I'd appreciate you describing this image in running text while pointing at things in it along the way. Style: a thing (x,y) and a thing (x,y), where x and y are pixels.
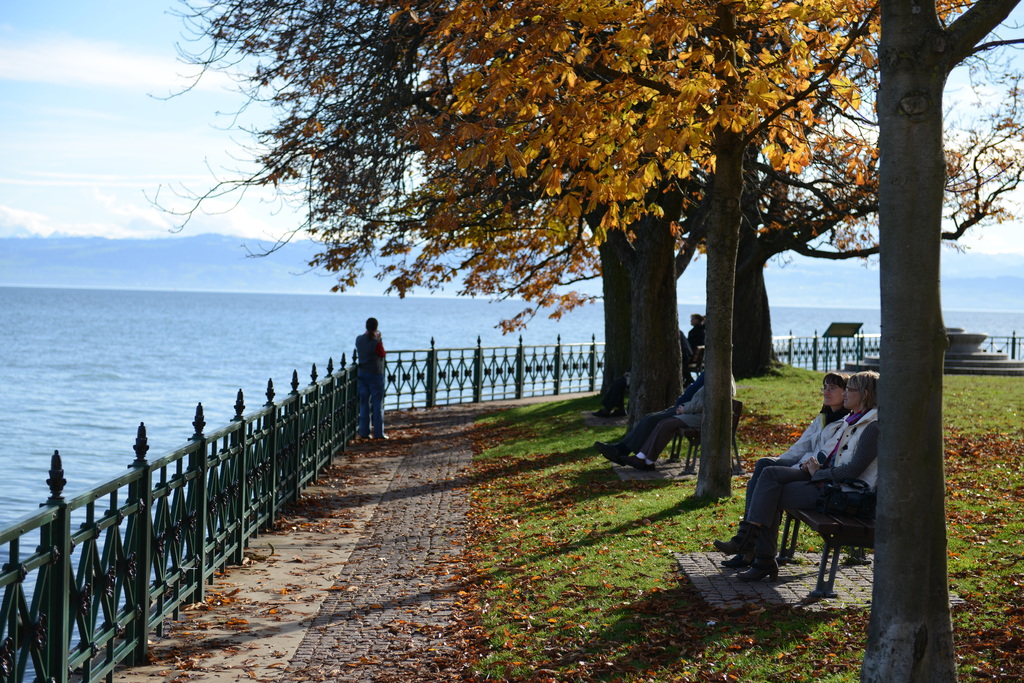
In this image there are group of persons (802,507) sitting in bench (855,539) in the garden (658,566) at the back ground (21,368) there are mountains (170,285), beach (23,351), iron grills (96,490), tree (575,126), grass (589,481), sky (17,166).
